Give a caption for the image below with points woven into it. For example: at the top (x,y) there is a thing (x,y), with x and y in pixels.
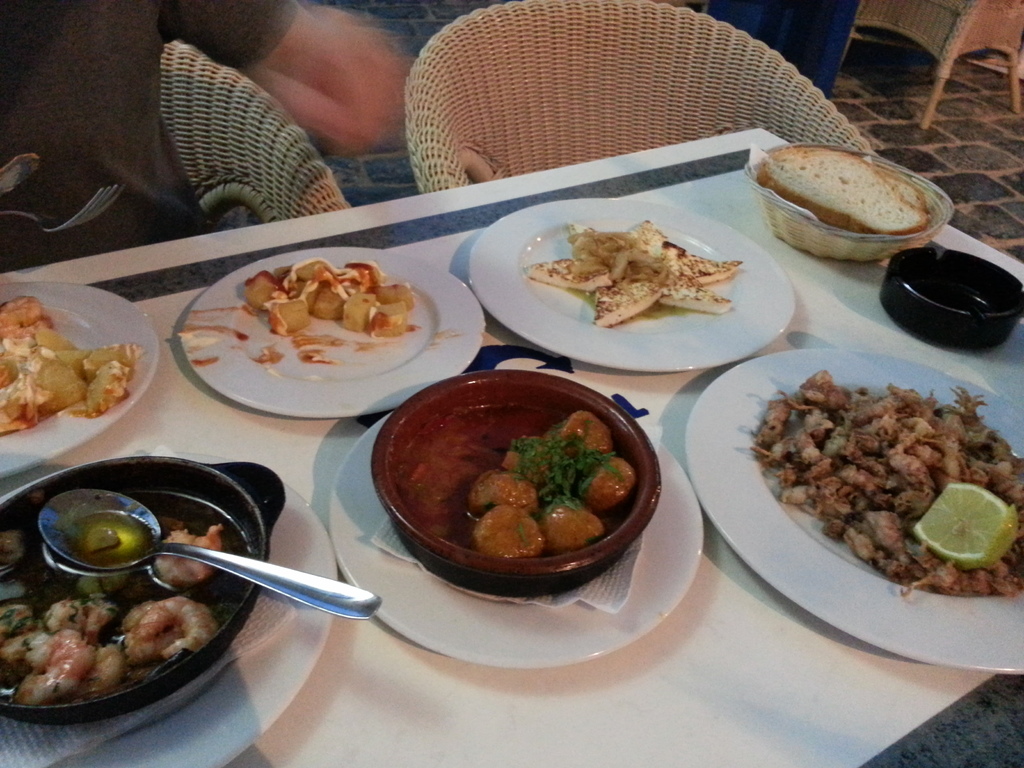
Bottom of the image (531,733) there is a table (872,283), on the table (850,273) there are some plates (955,385) and bowls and spoons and food (961,411). Behind the table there are some chairs (664,105).
